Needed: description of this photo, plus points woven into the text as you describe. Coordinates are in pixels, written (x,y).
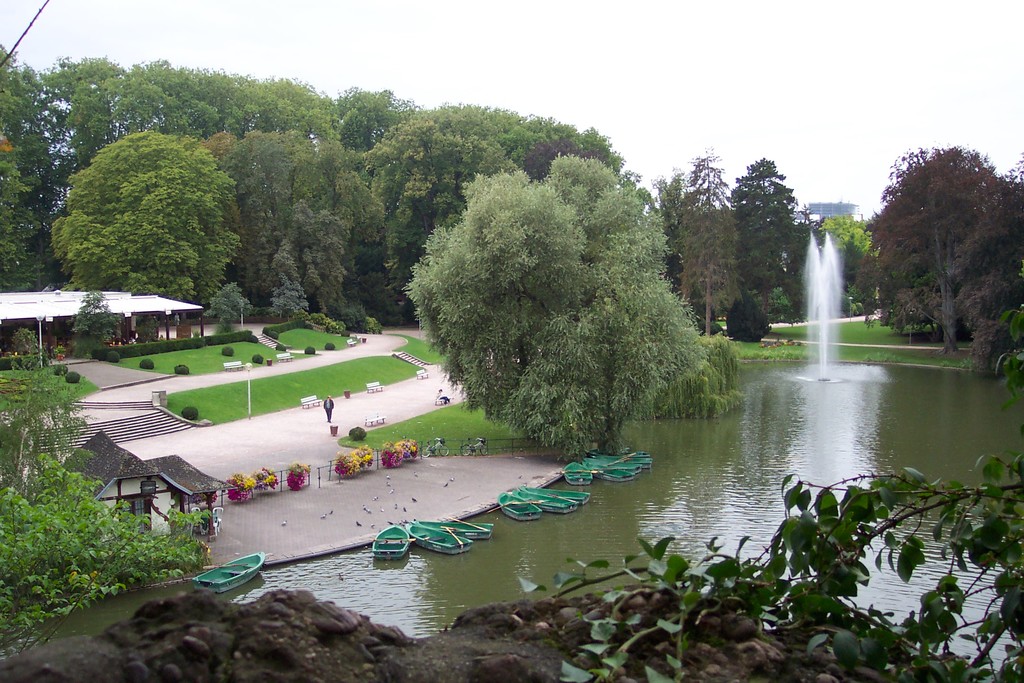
In this image we can see few boats (568,504) on the water (648,483), a fountain (824,366), few trees (112,541), a person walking on the floor (378,481), there are few birds (367,508), cycles (468,452) and few objects (409,448) near the railing (358,471), there are stairs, shed (173,495), plants (92,316), grass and the sky (797,105) in the background (695,82).
